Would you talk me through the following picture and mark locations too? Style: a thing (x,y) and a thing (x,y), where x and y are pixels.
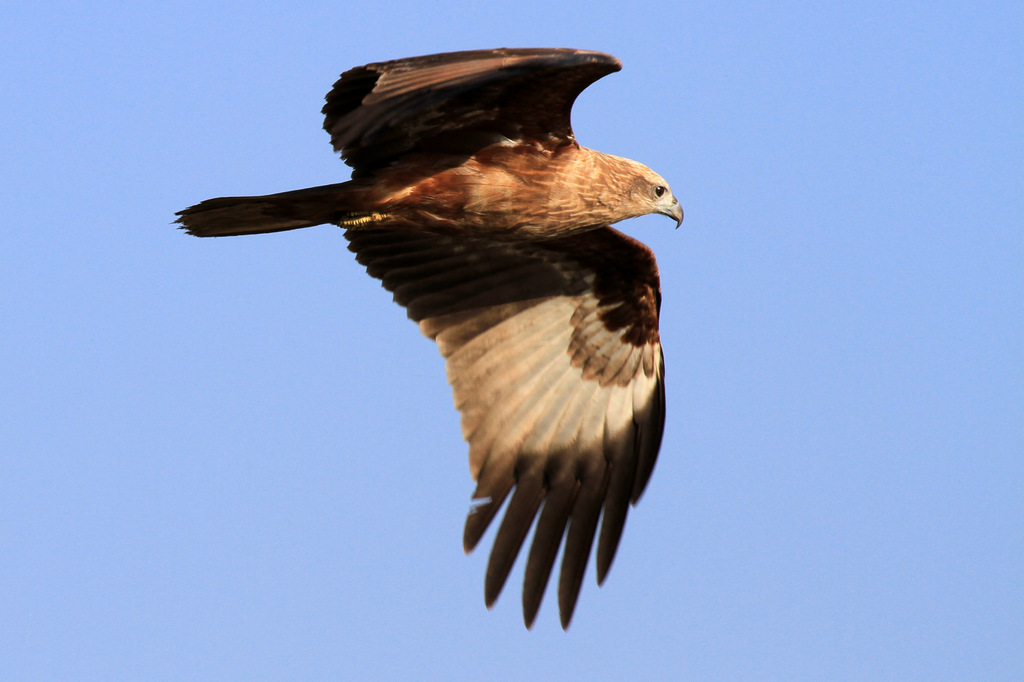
In the foreground of this image (396,260), there is an eagle (443,234) in the air (878,163). In the background (815,180), there is the sky (819,178).
